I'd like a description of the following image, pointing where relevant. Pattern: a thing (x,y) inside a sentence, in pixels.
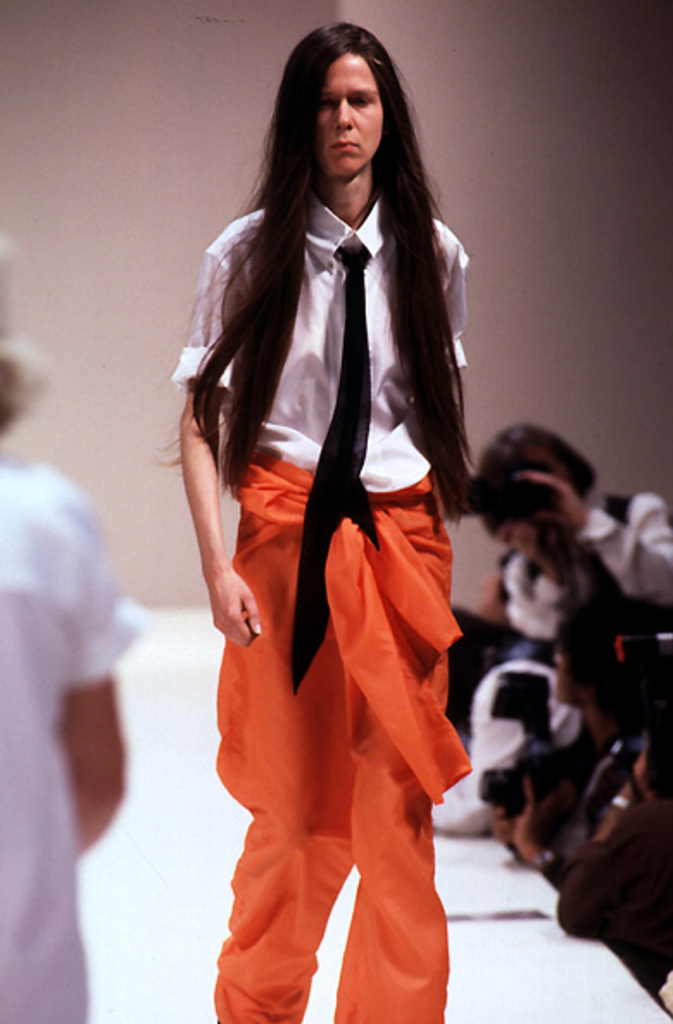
In this image in the front (311,475) there is a person (373,534) walking. In the background (608,533) there are persons (574,616) and on the right side (633,655) there are persons (634,552) holding cameras (671,679) in their hand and there is a wall (175,242).
